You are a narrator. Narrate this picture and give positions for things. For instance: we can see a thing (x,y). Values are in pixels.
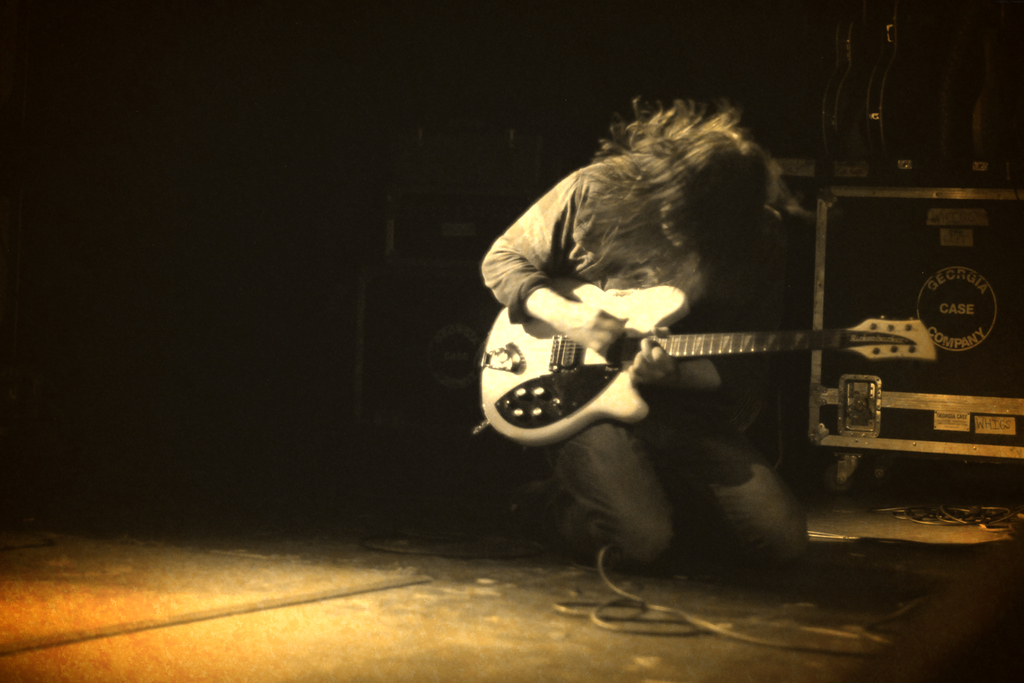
In this image I can see a person (574,265) holding the guitar (569,346).
